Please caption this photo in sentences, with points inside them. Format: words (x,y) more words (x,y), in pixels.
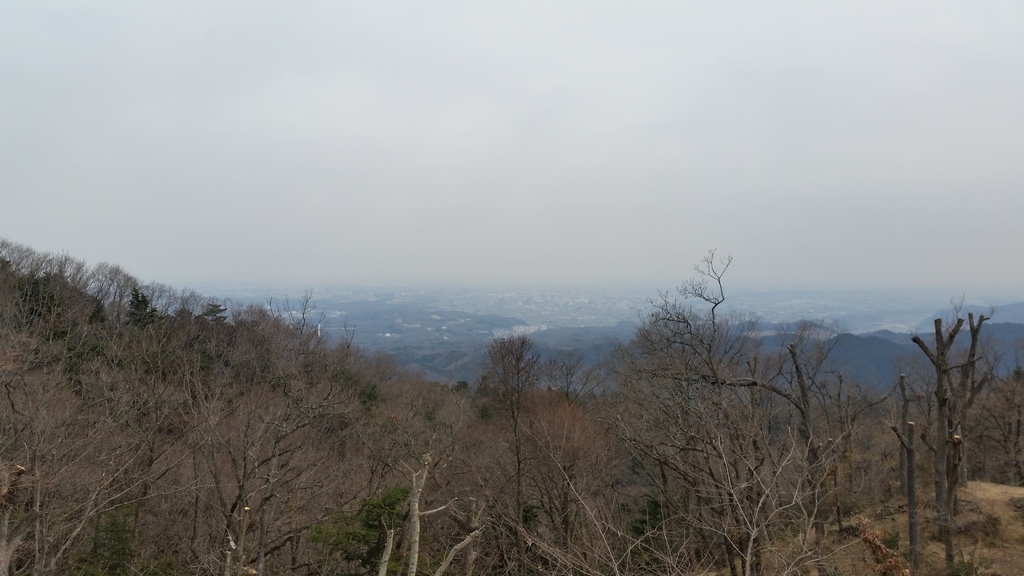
In this picture we can see some dry trees (442,469) in the front (325,486) bottom side. Behind there are some mountains (476,316).
